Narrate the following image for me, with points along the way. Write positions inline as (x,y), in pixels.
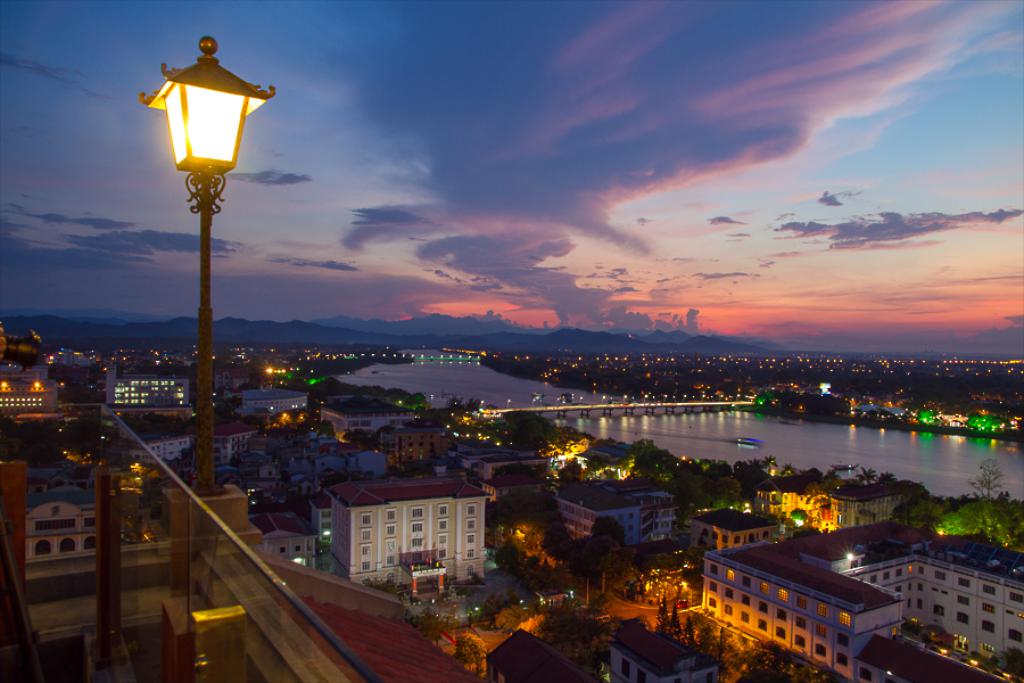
This picture is clicked outside. In the foreground (95,580) we can see a lamp post (201,234) and we can see the buildings (805,652), trees (580,564), lights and many other objects (104,642). In the background (185,224) we can see the sky (639,218) with the clouds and we can see the buildings (884,403), water body (959,469), bridge (529,411), lights (948,413), trees (386,359) and many other objects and we can see some object (744,439) in the water body (679,430).
